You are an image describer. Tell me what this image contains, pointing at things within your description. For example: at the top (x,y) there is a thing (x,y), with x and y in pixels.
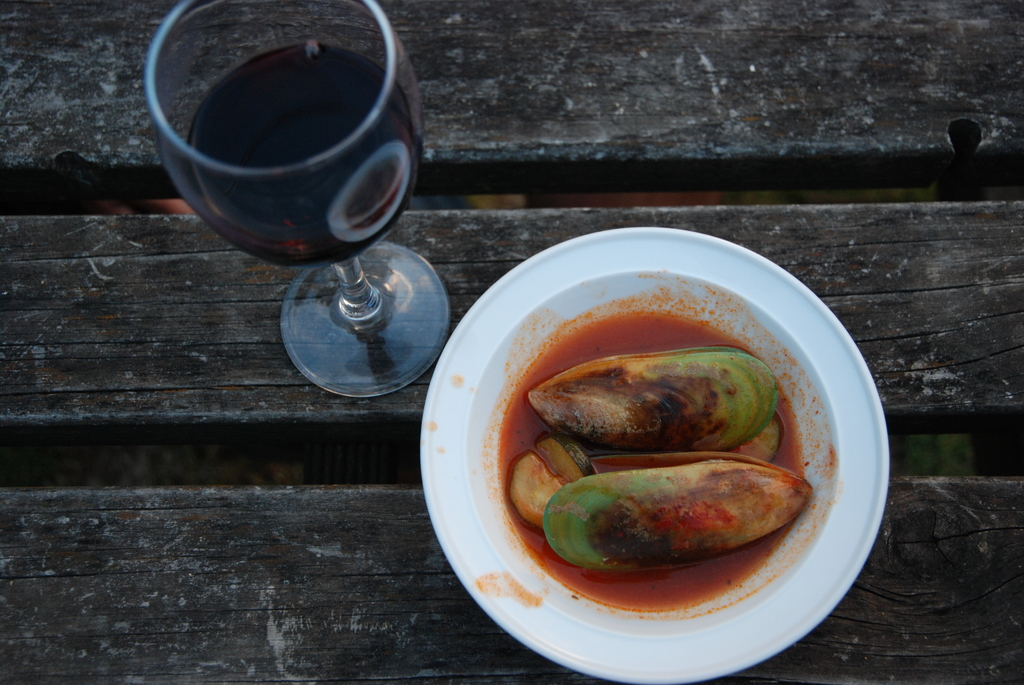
In this image we can see food (578,423) in the serving plate (633,423) and beverage (321,132) in the tumbler (301,178) are placed on the wooden surface (736,217).
